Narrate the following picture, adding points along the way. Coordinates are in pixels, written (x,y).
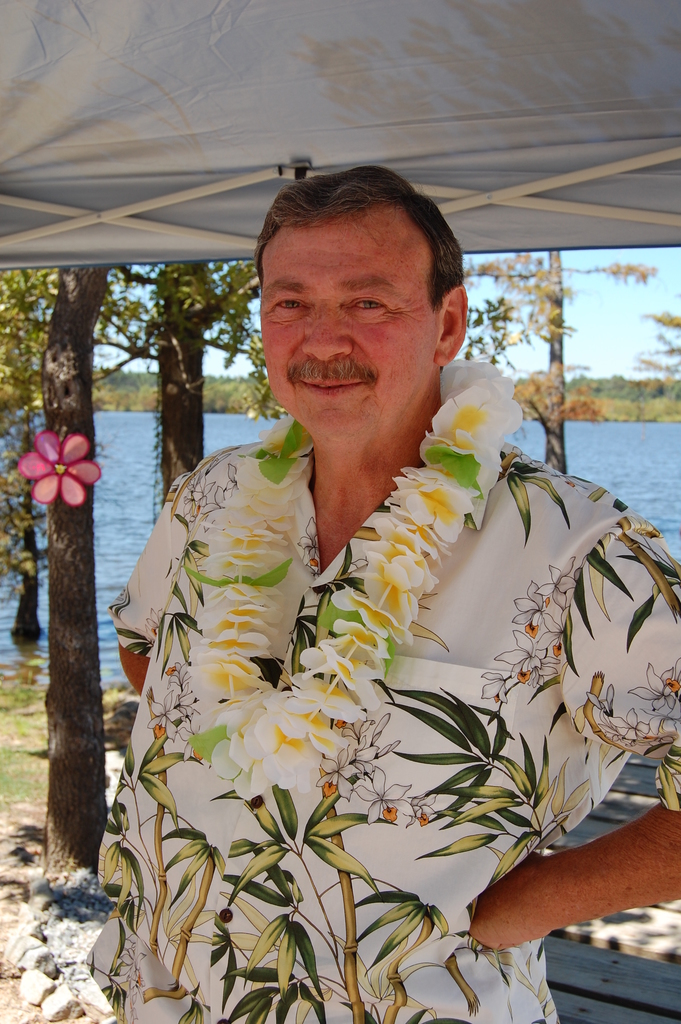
In this image I can see a person (371,799) is wearing a garland (371,647) is standing on the ground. In the background (505,355) I can see water (11,647), tent (229,197), trees (244,388), grass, stones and the sky (664,281). This image is taken may be near the lake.
